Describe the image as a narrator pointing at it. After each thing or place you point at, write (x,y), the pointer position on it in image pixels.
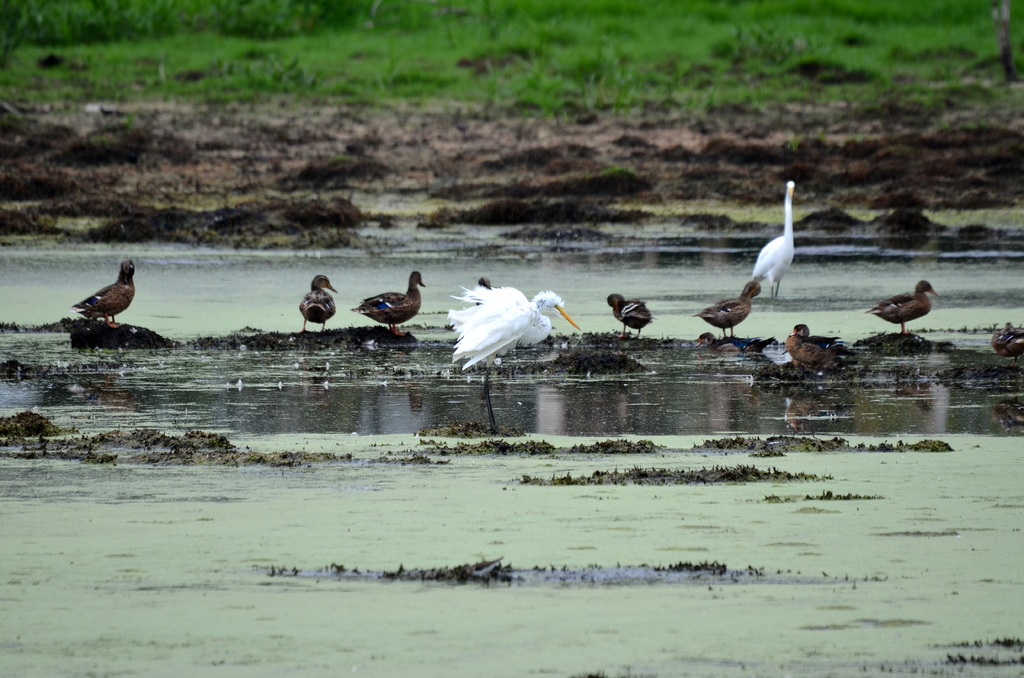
In this image there are birds (318,304) standing in the mud (624,360) in the water (445,334), behind the birds (379,300) there is grass (534,72) on the surface (413,172).
